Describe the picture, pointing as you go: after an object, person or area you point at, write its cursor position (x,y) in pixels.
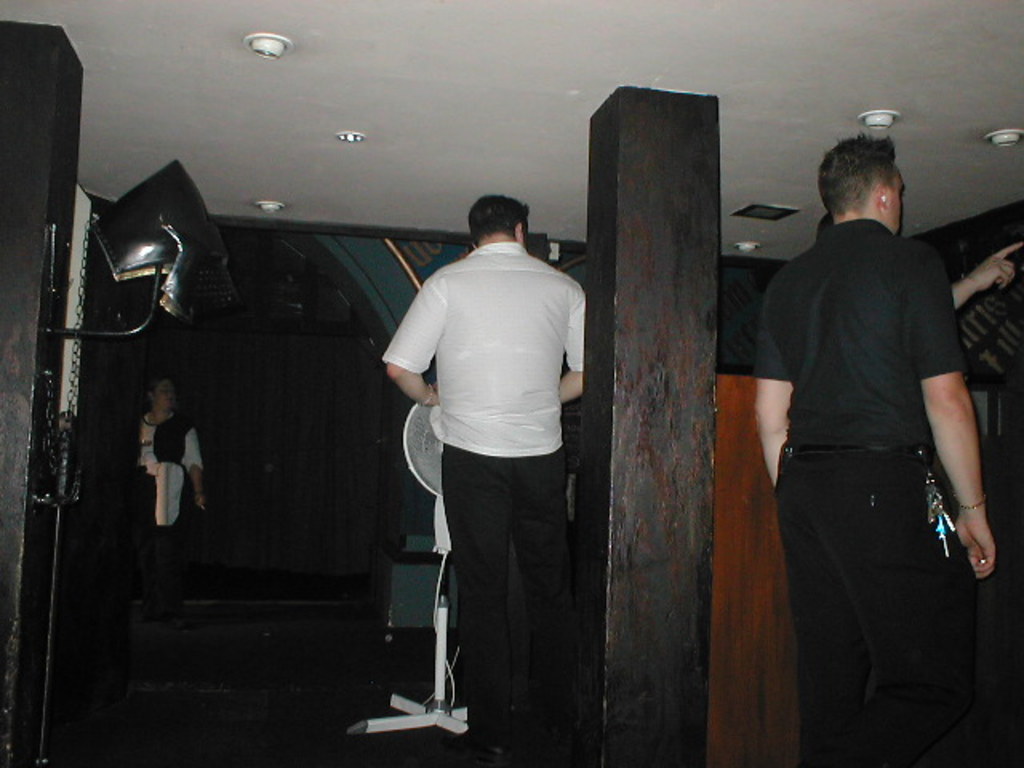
In the foreground (808,394) I can see four persons (903,471) are standing on the floor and pillars (666,520). In the background (440,673) I can see a pedestal fan (443,517) and a rooftop (370,119). This image is taken in a hall (203,352).
